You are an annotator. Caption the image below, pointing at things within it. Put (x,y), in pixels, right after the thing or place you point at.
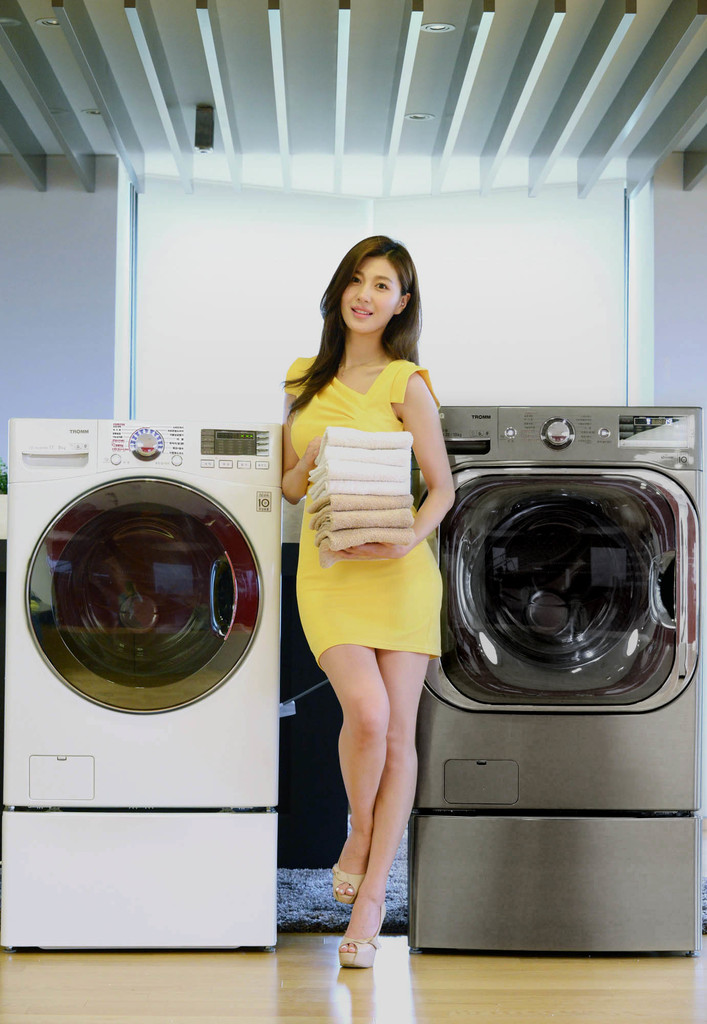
This woman (380,863) yellow dress (339,585) and holding clothes (345,501). Beside this woman (415,658) there are washing machines (666,565). Floor (290,953) with carpet (305,919).
